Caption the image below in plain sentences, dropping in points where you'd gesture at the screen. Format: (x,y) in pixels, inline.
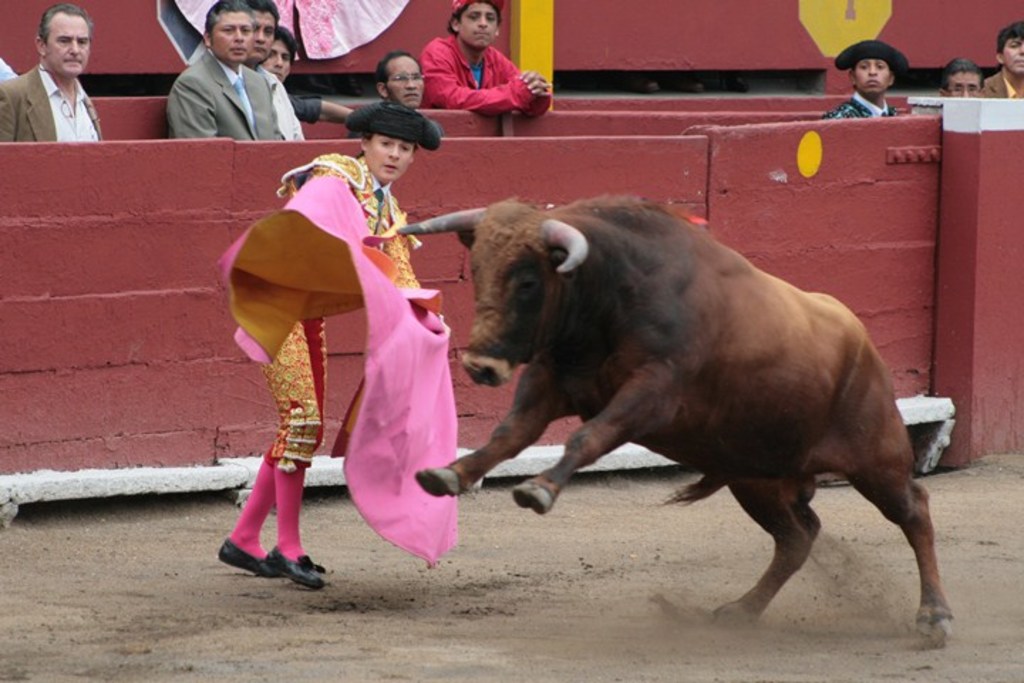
In this picture I can see a bull (739,467) and a woman (321,391) standing and she wore a cap (385,128) on her head (396,107) and few people (320,107) seated and few people (430,44) are standing and watching.
